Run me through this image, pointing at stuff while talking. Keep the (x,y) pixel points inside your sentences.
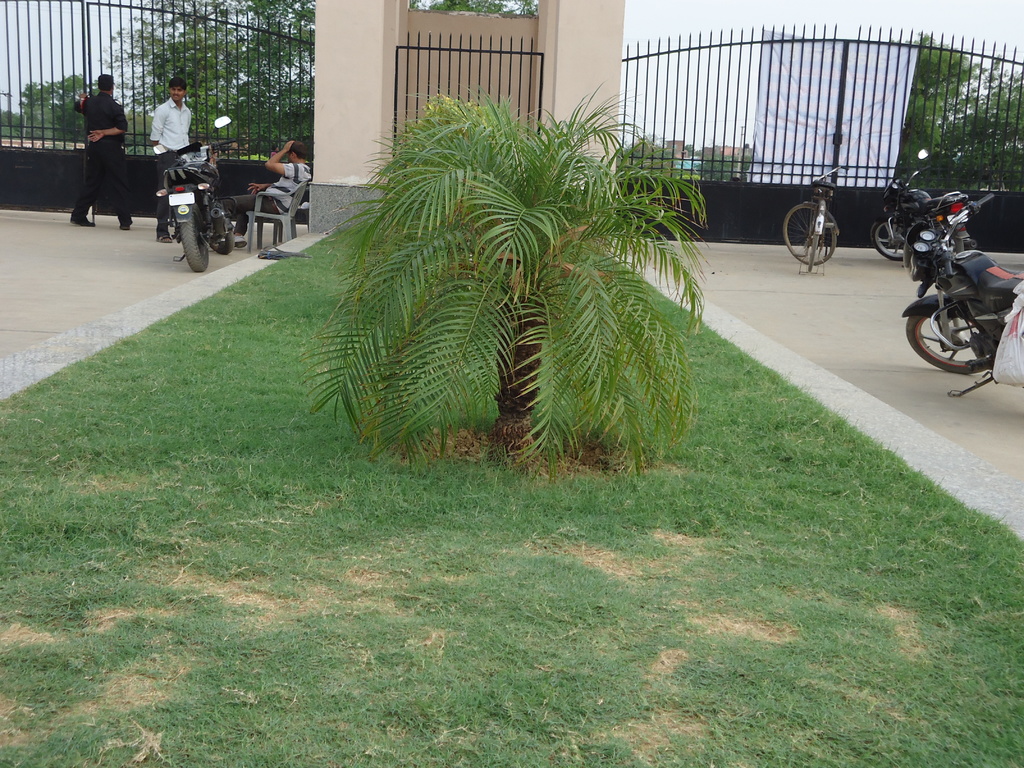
This image consists of gates (734,206) at the top (38,184). There are vehicles (944,320) in the middle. There are trees (390,348) and bushes (390,348) in the middle (560,340) and top. There is grass (391,597) at the bottom (470,755).
